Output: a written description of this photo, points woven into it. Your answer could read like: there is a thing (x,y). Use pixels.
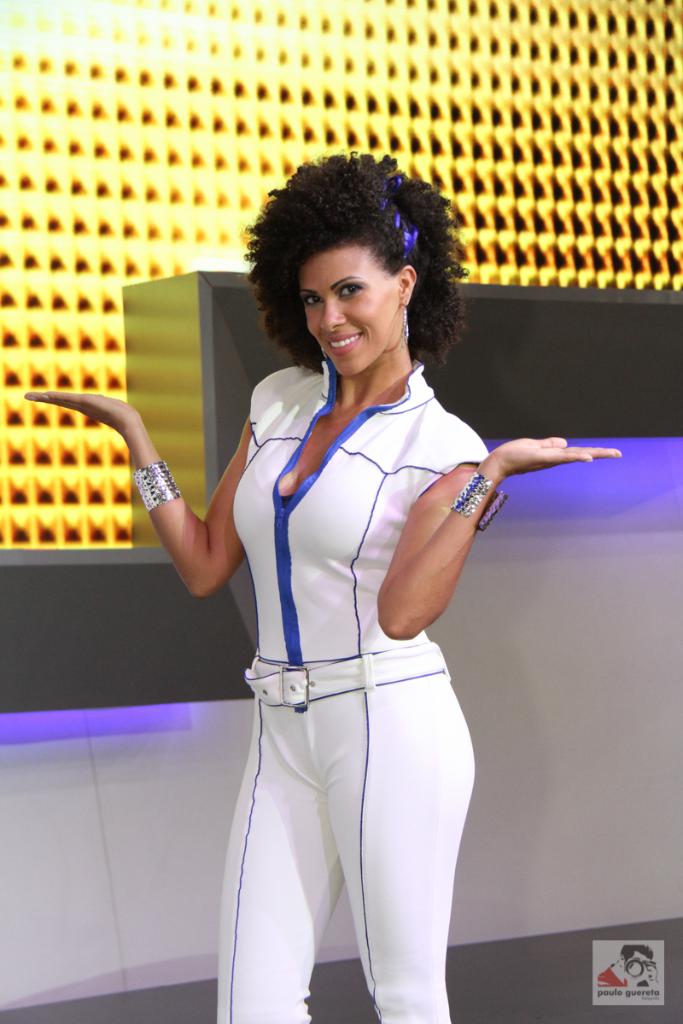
In the center of the image (384,635) we can see a lady (346,740) standing. She is wearing a white dress (340,676). In the background (367,42) there is a wall (181,251) and we can see lights (346,42).
